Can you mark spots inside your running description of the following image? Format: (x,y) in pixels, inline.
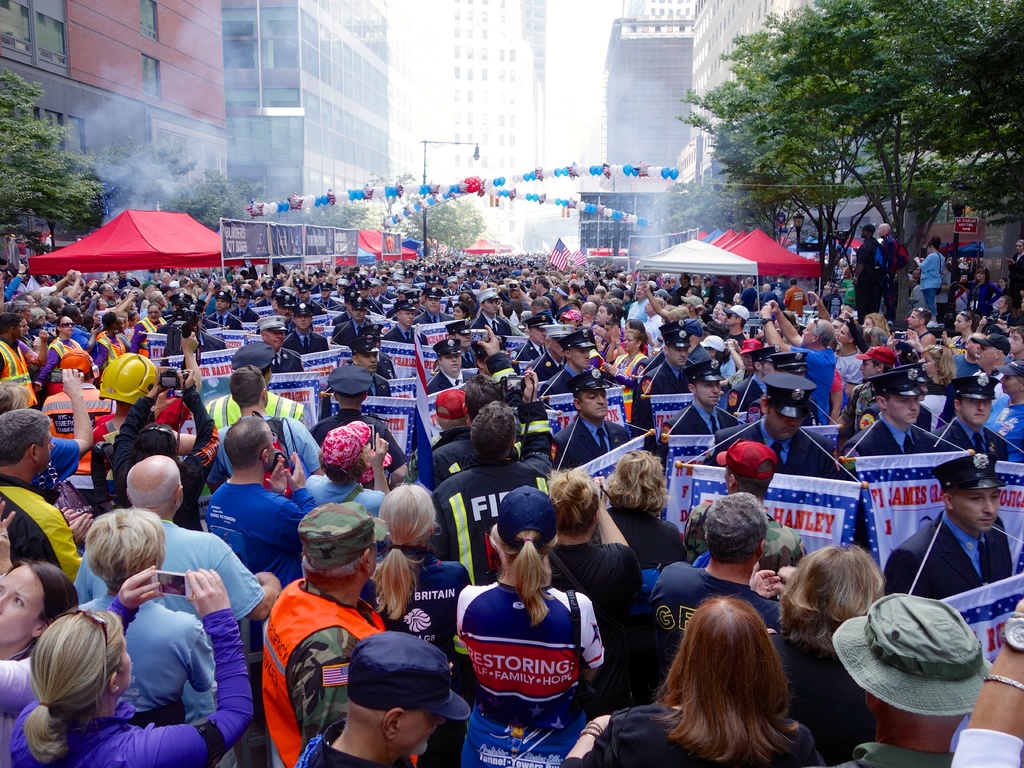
In this image we can see many people (449,331). We can also see the banners (828,489), flags (562,249), tents (135,236), balloons (481,189) and also the light poles (449,144). We can also see the trees (65,178), buildings (428,75), smoke (107,123) and also the sky (553,87).
